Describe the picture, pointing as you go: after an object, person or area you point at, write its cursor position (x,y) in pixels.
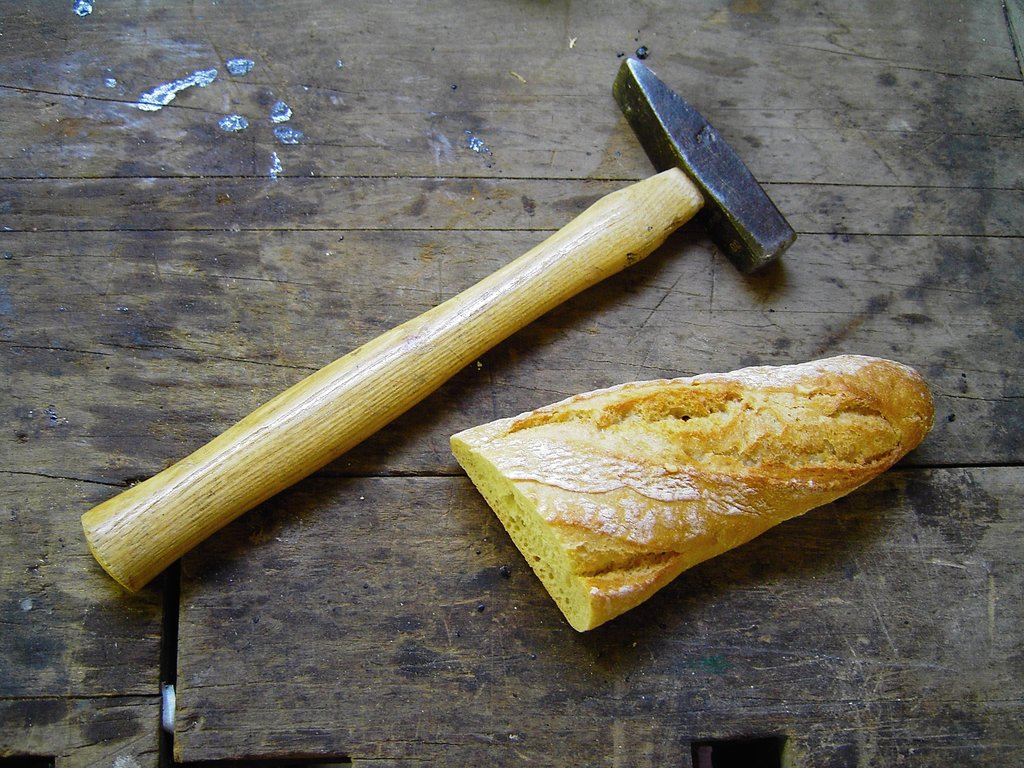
In this image we can see a hammer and a food item (551,498) on a wooden platform (575,341).
